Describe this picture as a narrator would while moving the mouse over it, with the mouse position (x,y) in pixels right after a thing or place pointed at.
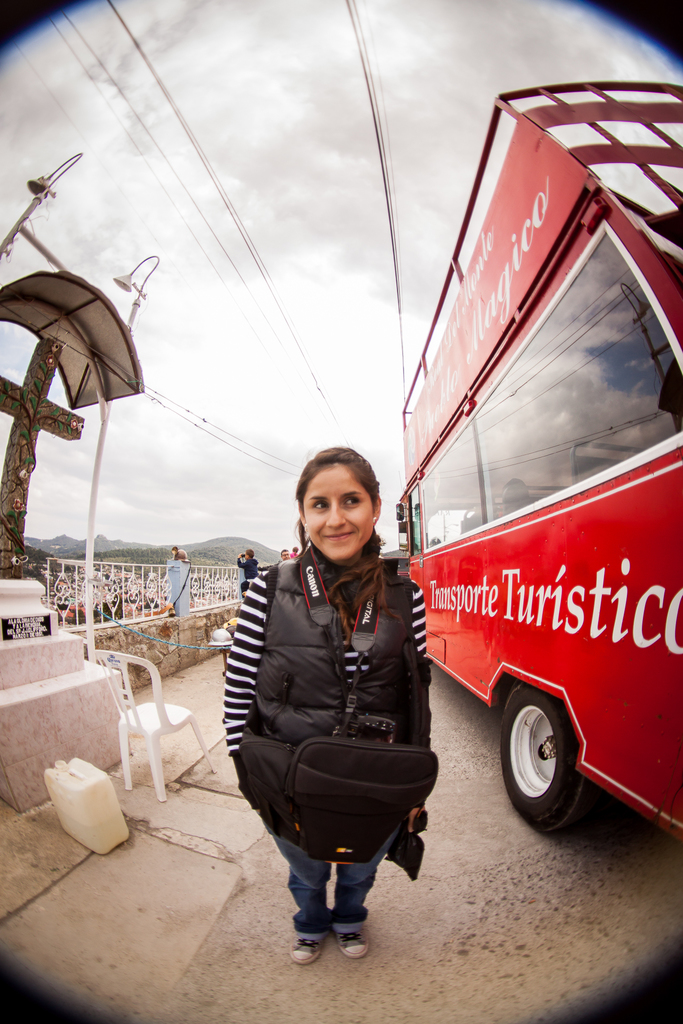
In this picture I can see a woman (356,598) who is standing in front (356,531) and I see that she is smiling and beside to her I see a transport (500,390) which is of red in color and I see something is written. On the left side of this image (116,704) I see a chair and a can (71,798). In the background (77,611) I see the fencing (74,602), few people (256,573), wires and the sky (345,187) which is a bit cloudy.
